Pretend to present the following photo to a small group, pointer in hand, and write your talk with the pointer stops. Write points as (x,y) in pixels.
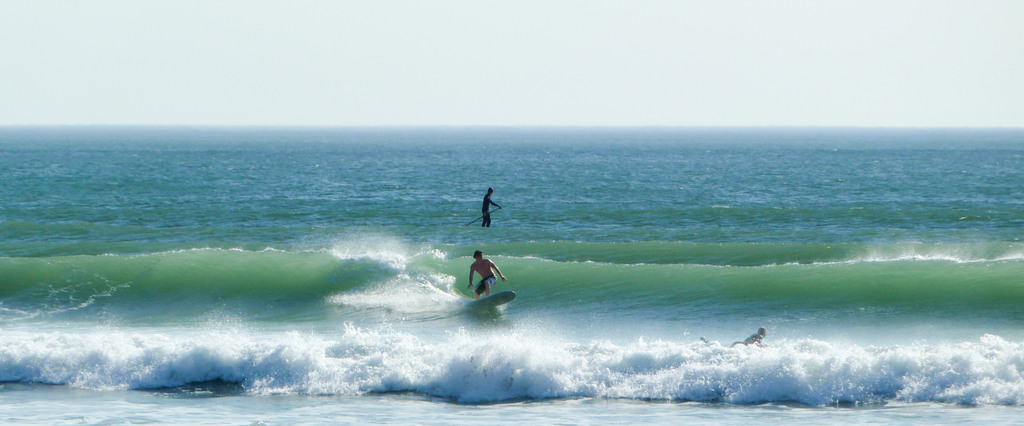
Here in this picture we can see some people (483,276) surfing in a beach (510,311) as we can see surfboards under them and we can see water (656,310) present all over there.
